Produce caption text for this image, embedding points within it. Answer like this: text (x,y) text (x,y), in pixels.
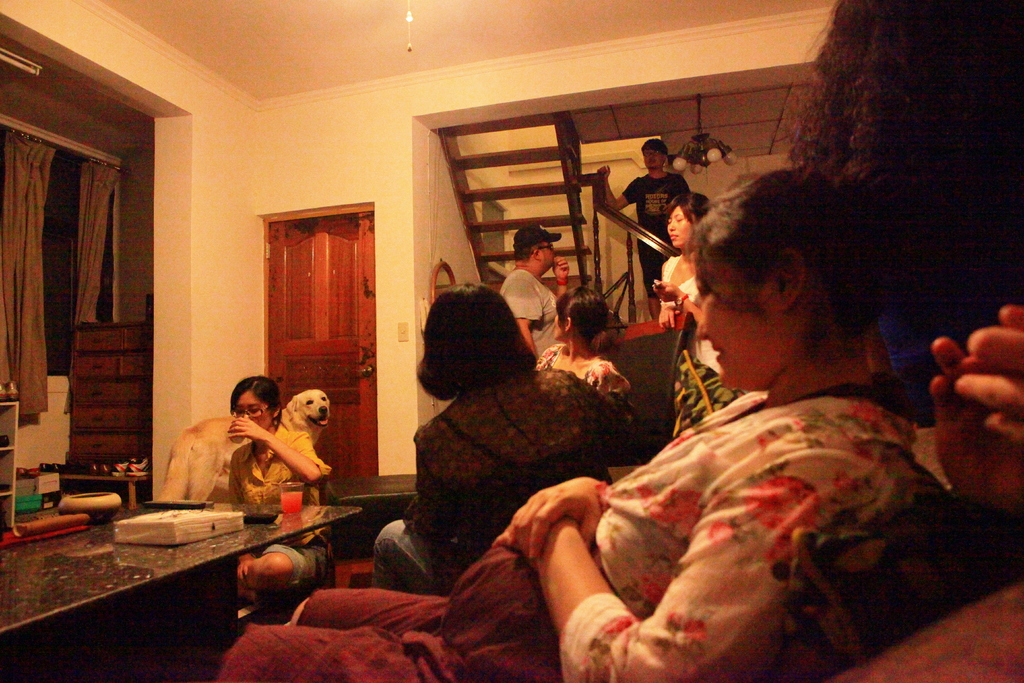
In this image, there are a few people (551,461). We can see a table (9,626) with some objects (137,529). We can also see a desk (82,349) and some shelves (12,451) with objects (51,479). We can see the window (108,310) and some curtains (104,219). We can also see a door (291,247), some stairs (540,120) and the railing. We can see the wall (409,228) with some objects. We can also see some lights (686,164) attached to the roof (684,109). We can see a dog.
